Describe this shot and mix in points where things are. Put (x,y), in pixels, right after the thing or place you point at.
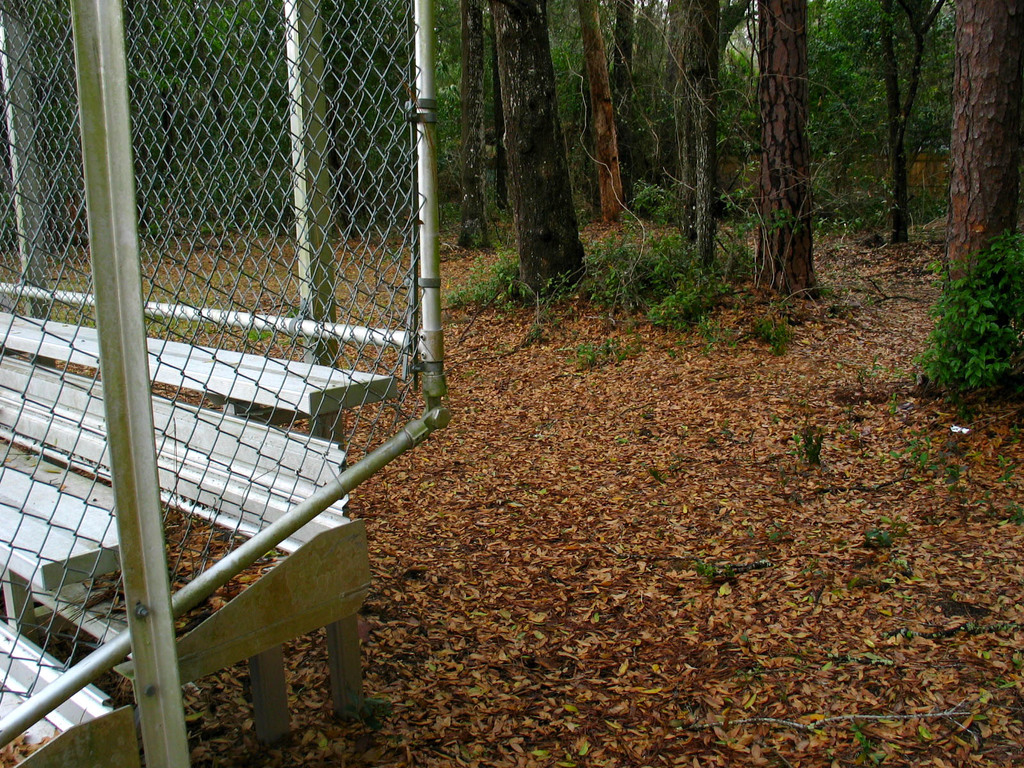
On the left side (128,300), there is a fencing (127,352). On the right side (852,669), there are dry leaves (750,525), plants (669,245) and trees (575,204) on the ground (881,282). In the background (590,151), there are trees (362,66).
